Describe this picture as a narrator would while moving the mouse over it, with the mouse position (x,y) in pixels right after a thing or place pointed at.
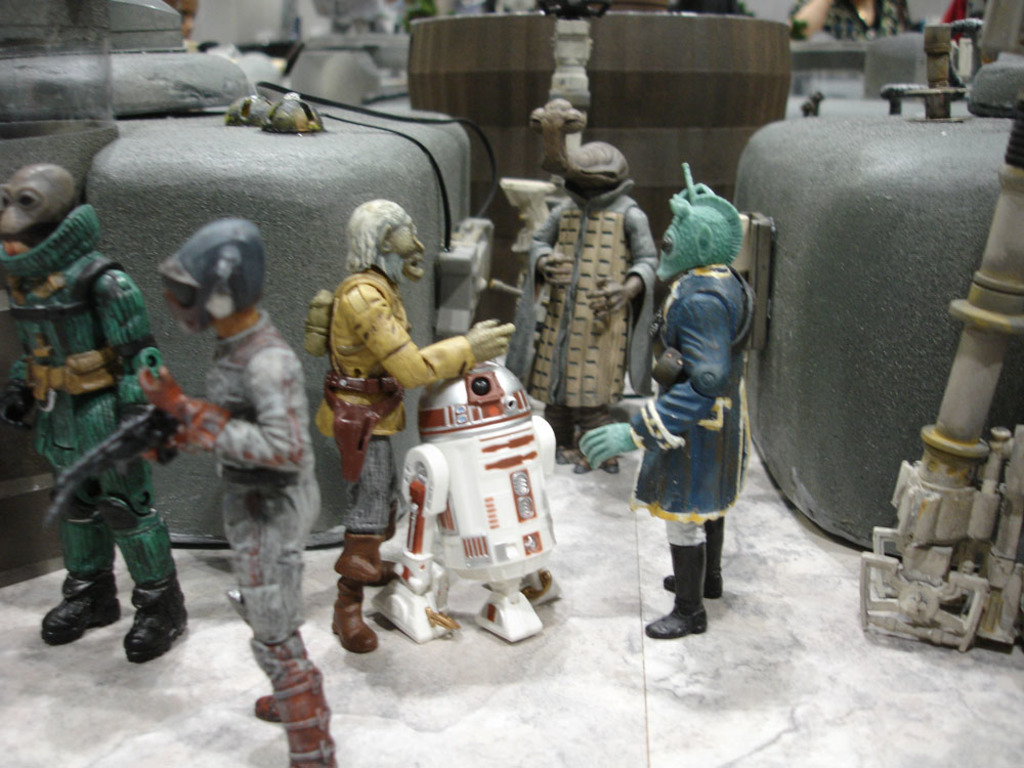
In this image I can see toys (695,383) in the front (489,356). There is a white robot toy (501,521) in the center (419,466). There are other objects (451,154) at the back (552,74).
